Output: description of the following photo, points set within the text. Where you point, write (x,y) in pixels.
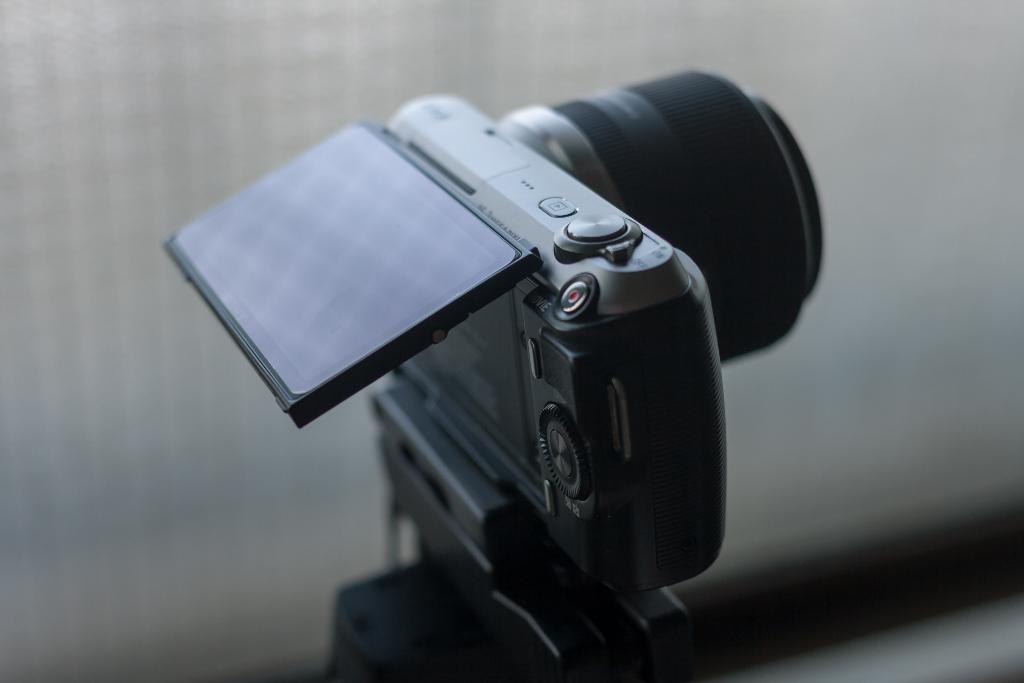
In this picture we can see a camera (630,505) and in the background (841,466) we can see it is blurry.
